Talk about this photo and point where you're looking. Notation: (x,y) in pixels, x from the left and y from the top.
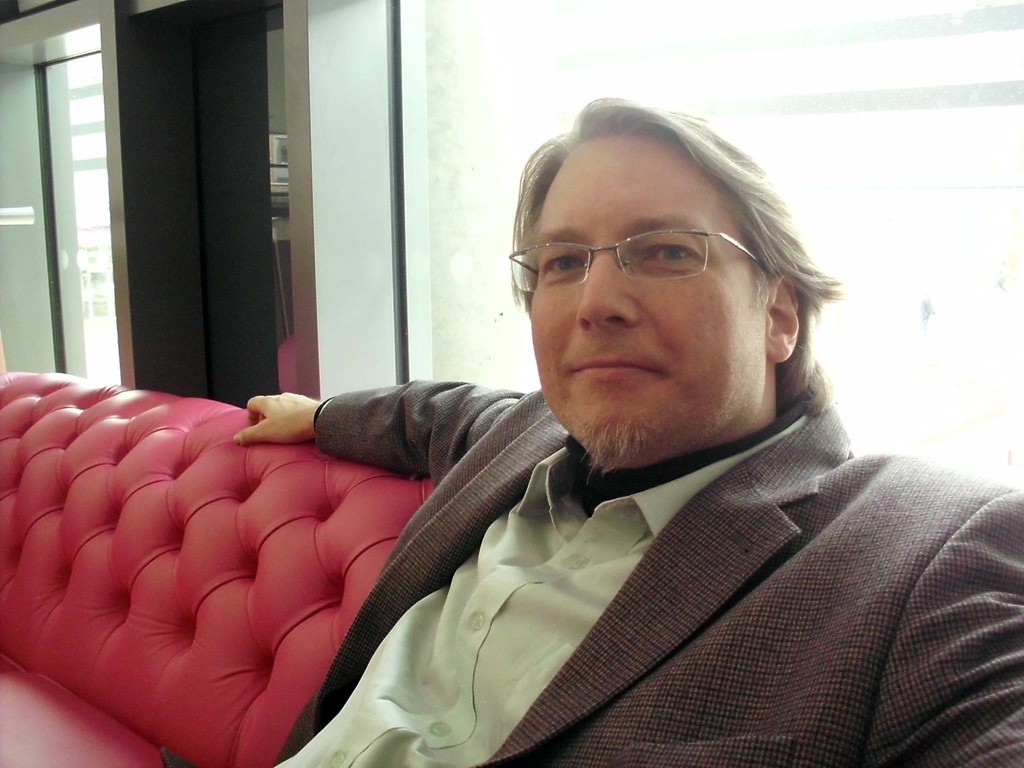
In this image I can see the person (493,519) is wearing green color shirt (436,606) and ash color coat (774,620). In the back (457,188) I can see the glass walls (665,88).
